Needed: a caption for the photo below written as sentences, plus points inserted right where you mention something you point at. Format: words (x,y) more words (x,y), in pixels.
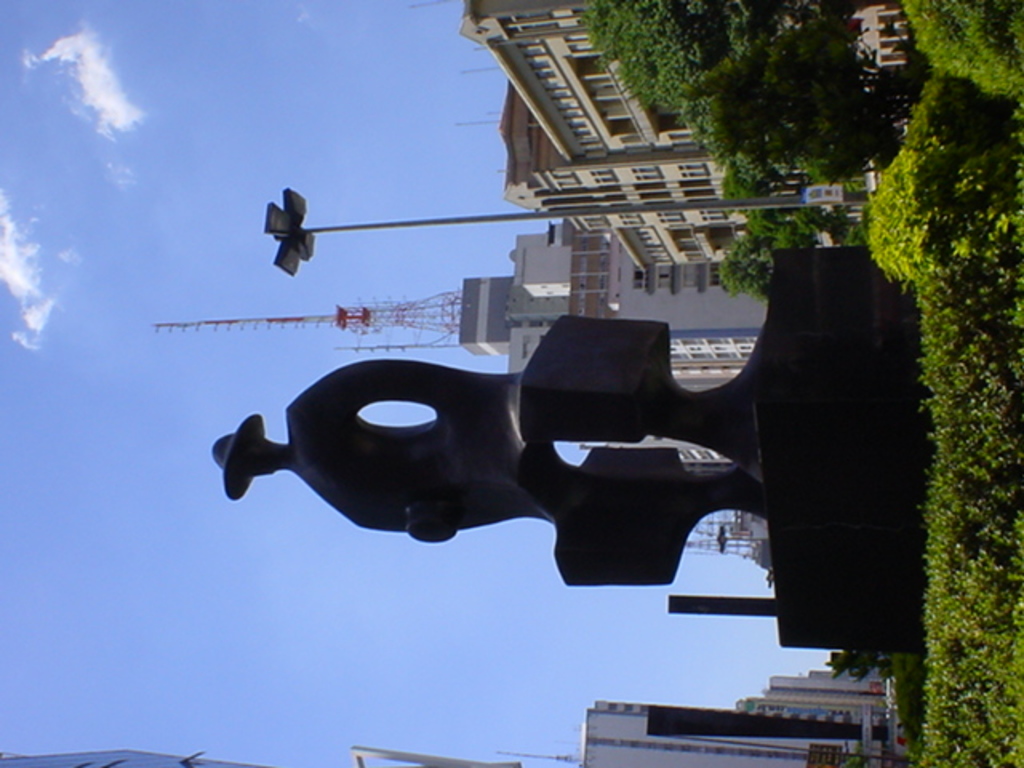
On the right side of the image (942,380) there are bushes (941,416). Behind the bushes (958,411) there is a statue (452,517). And also there is a pole (322,225) with lights (312,251). Behind the statue (567,356) there are buildings (605,118) and also there are towers (352,313). On the left side of the image (58,320) there is sky (101,478) with clouds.
